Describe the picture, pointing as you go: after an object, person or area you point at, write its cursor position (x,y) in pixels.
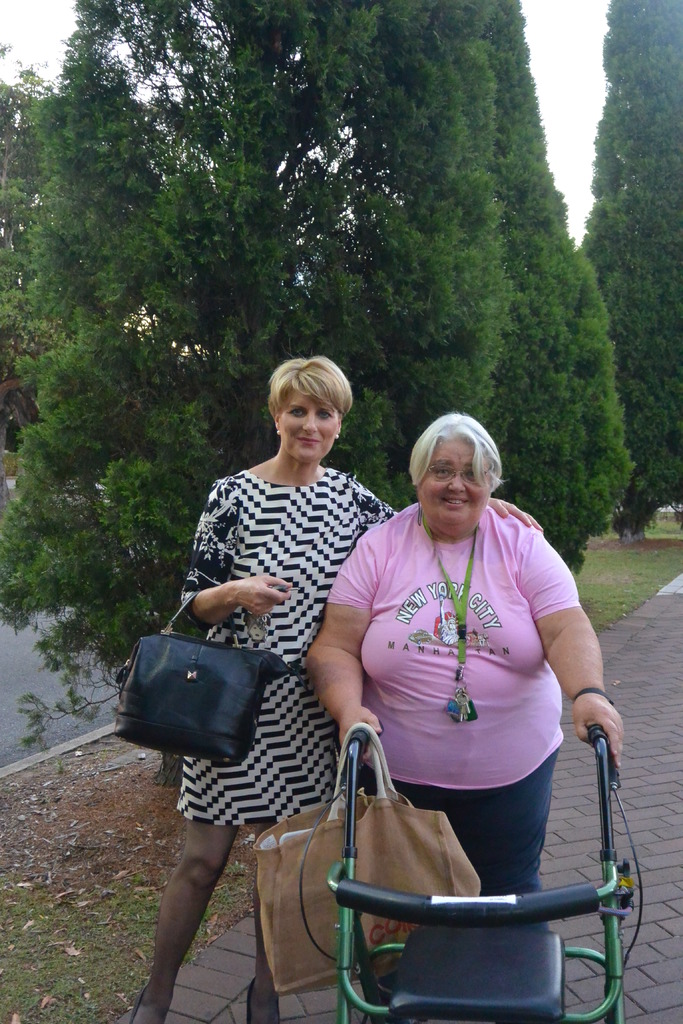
This image is clicked outside. There are trees (322,303) on the top (450,315) there are two women (412,511) in this image, one of them is holding something. Both of them have bags (436,853). The one who is on the right side (512,670) is wearing pink shirt (413,591) and the one who is in the middle (296,534) is wearing black and white dress (278,763).
